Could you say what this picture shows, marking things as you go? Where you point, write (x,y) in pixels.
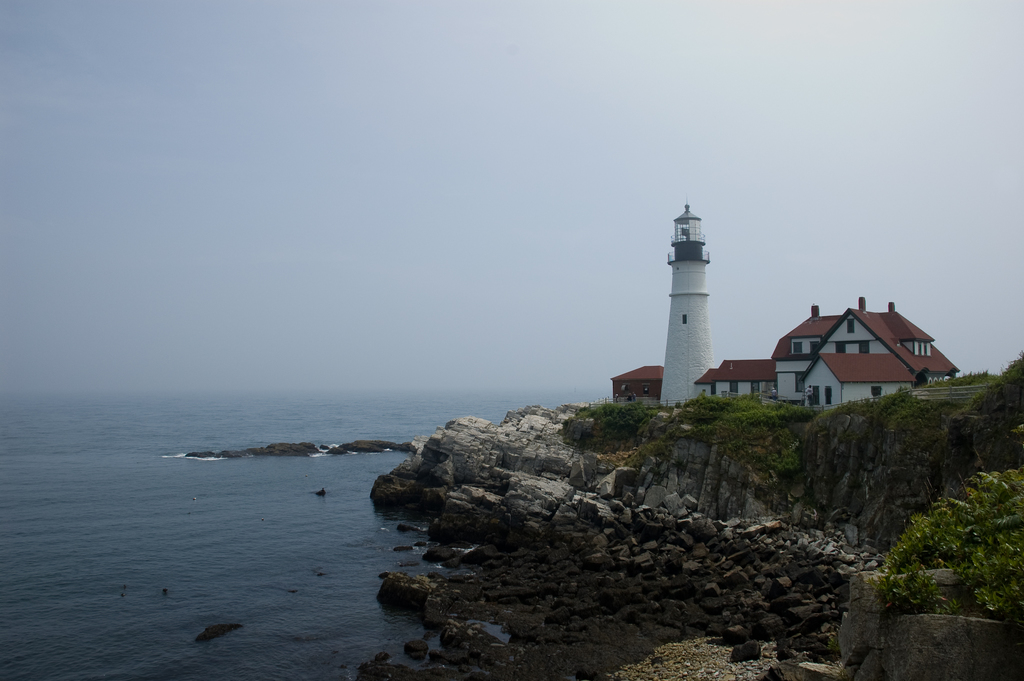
In the picture I can see houses (852,361), a tower (696,346), rocks (843,482), plants (763,462), rocks (714,531) and the water (392,532). In the background (392,242) I can see the sky (392,242).
